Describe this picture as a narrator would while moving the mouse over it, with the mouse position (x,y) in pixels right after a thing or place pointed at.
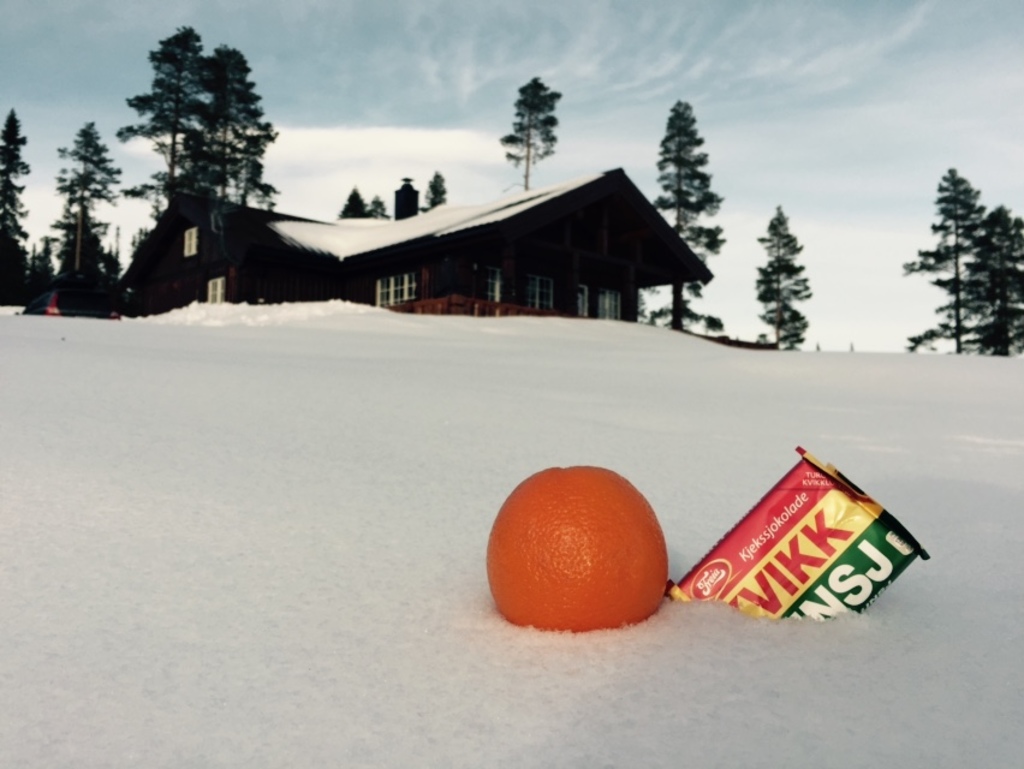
In this image, we can see a house (421,310). We can see the ground (853,644) covered with snow (694,685) and some objects (517,498). We can see a vehicle (62,299). There are some trees (957,278). We can also see the sky (828,198).
